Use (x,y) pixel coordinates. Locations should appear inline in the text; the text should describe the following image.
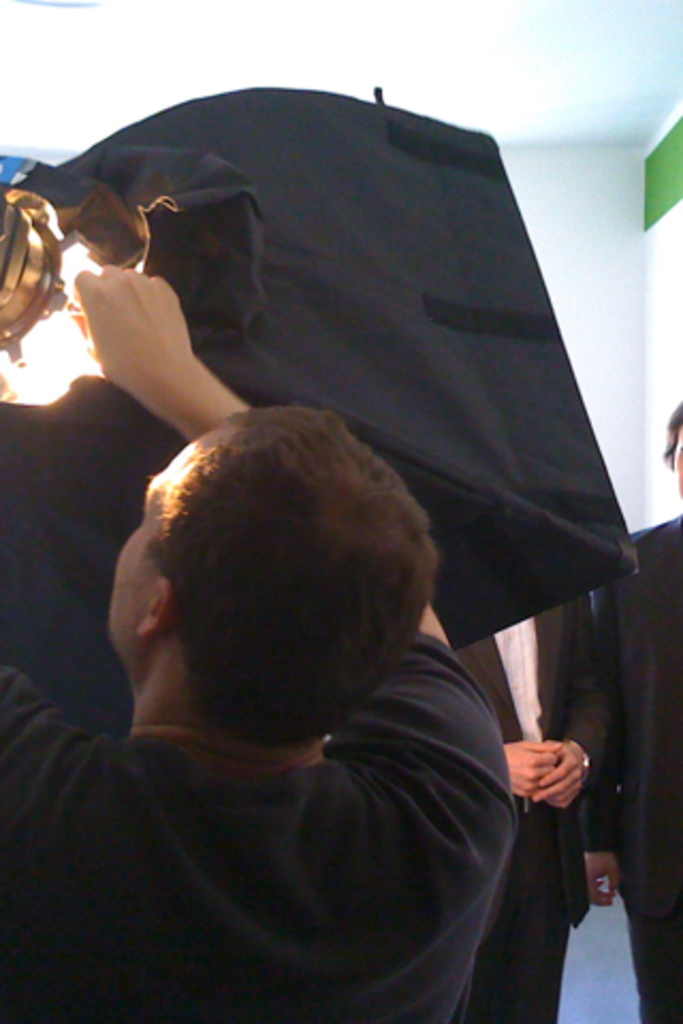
In this image there are a few men (330,820). The man (260,807) in the foreground (259,620) is holding an object (365,224). In the top left (22,321) there is a light (35,266). At the top (347,58) there is the ceiling (408,64).
